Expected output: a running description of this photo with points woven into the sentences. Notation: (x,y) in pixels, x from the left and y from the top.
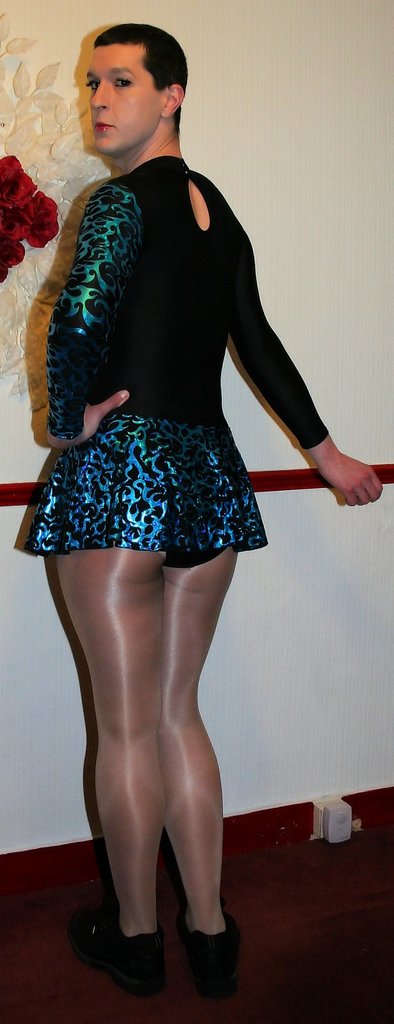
In this image I can see the person (56,485) with the black, green and blue color dress (84,334). To the left (31,222) I can see red color flowers (17,237) and there is wall (243,24) in the back (52,93).
